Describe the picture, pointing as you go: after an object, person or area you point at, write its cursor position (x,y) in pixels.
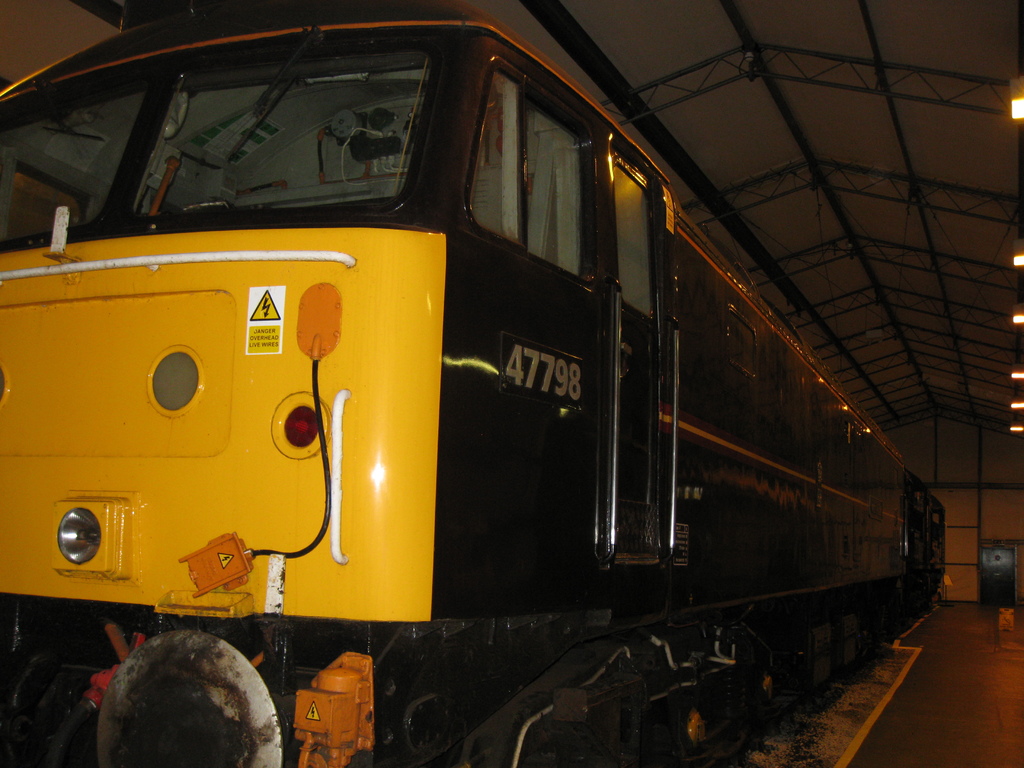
In this picture we can see a train engine (708,439) on the left side (182,416), it looks like a shed (858,247) at the top of the picture (824,142), on the right side (1016,307) we can see some lights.
